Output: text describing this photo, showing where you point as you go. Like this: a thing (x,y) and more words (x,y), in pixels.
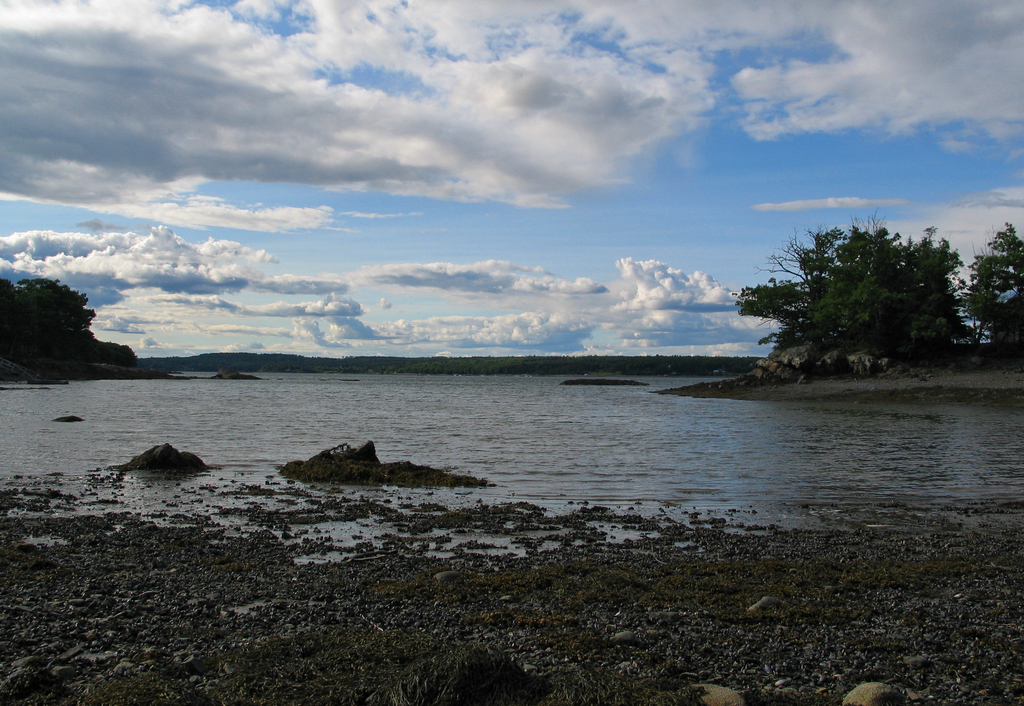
In this image there is the sky (527,176) truncated towards the top of the image (518,143), there are clouds (532,187) in the sky (546,261), there are trees (900,293) truncated towards the right of the image (939,310), there are trees (67,326) truncated towards the left of the image (24,348), there is water (605,428) truncated, there is soil (769,618) truncated towards the bottom of the image (780,632), there are stones (866,694) truncated towards the bottom of the image (867,697).
